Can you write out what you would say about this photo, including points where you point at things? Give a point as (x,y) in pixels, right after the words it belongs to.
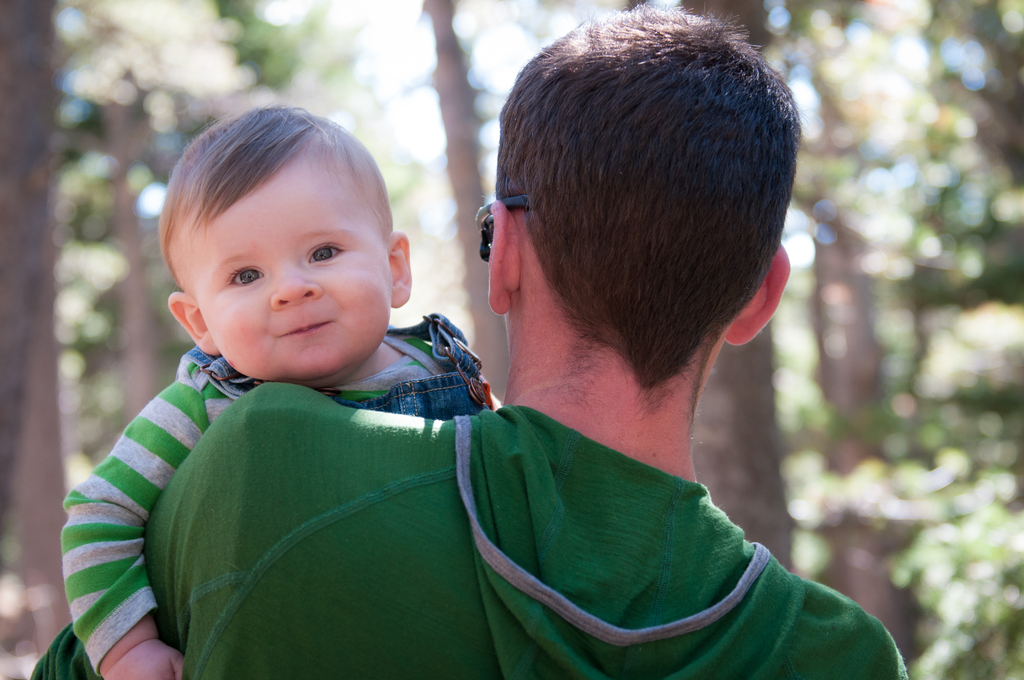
In this picture we can see a person (454,514) holding a baby (263,273). In the background (184,59) we can see light (428,42) and greenery (193,67).
